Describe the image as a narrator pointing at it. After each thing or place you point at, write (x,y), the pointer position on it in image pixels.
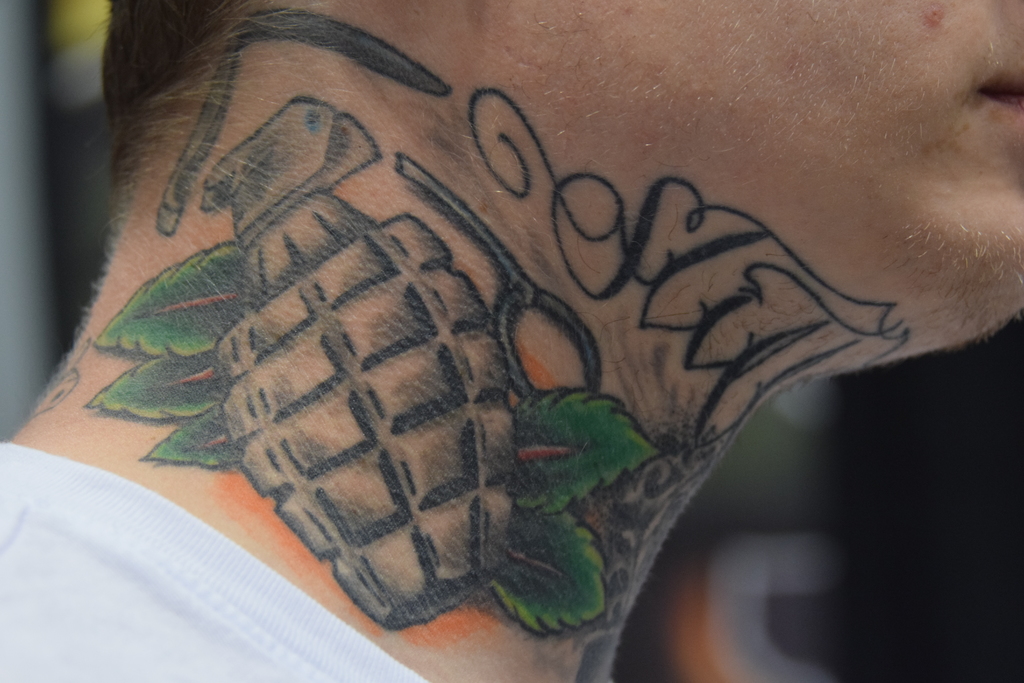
Here in this picture we can see a tattoo (447,293) present on the neck (238,150) of a person (174,394).
